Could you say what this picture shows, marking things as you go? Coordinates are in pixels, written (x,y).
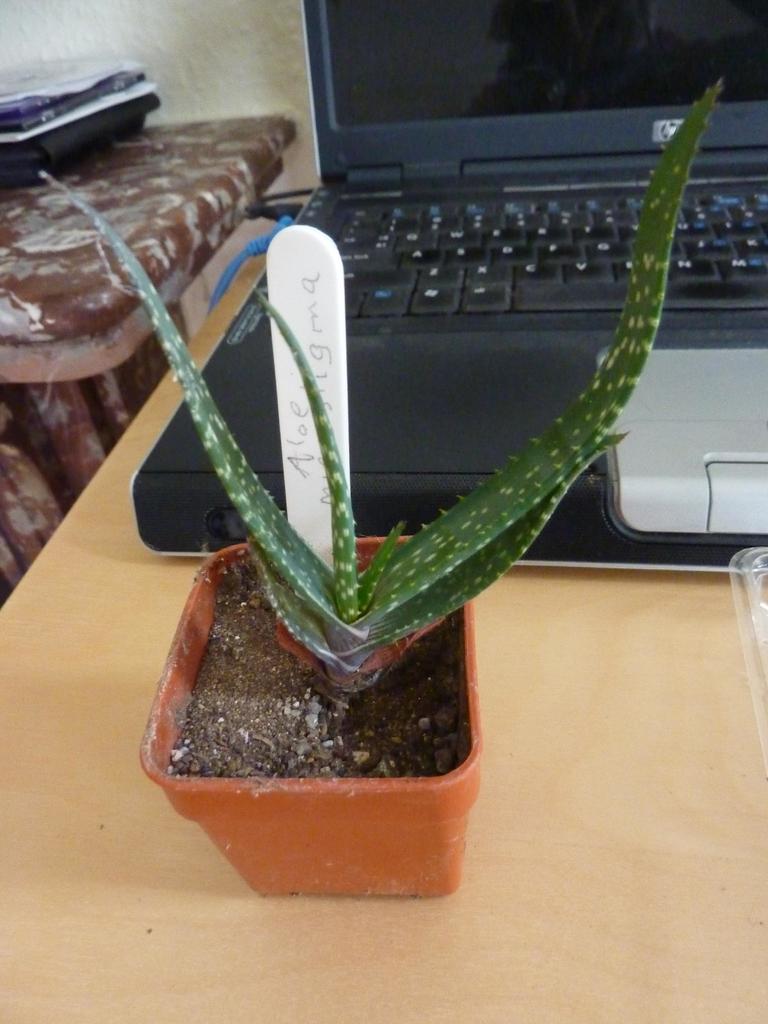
In this image we can see a laptop (472,422) and a plant (521,536) in a pot (333,856) which are placed on a table (485,678). We can also see some objects (91,382) beside it.
